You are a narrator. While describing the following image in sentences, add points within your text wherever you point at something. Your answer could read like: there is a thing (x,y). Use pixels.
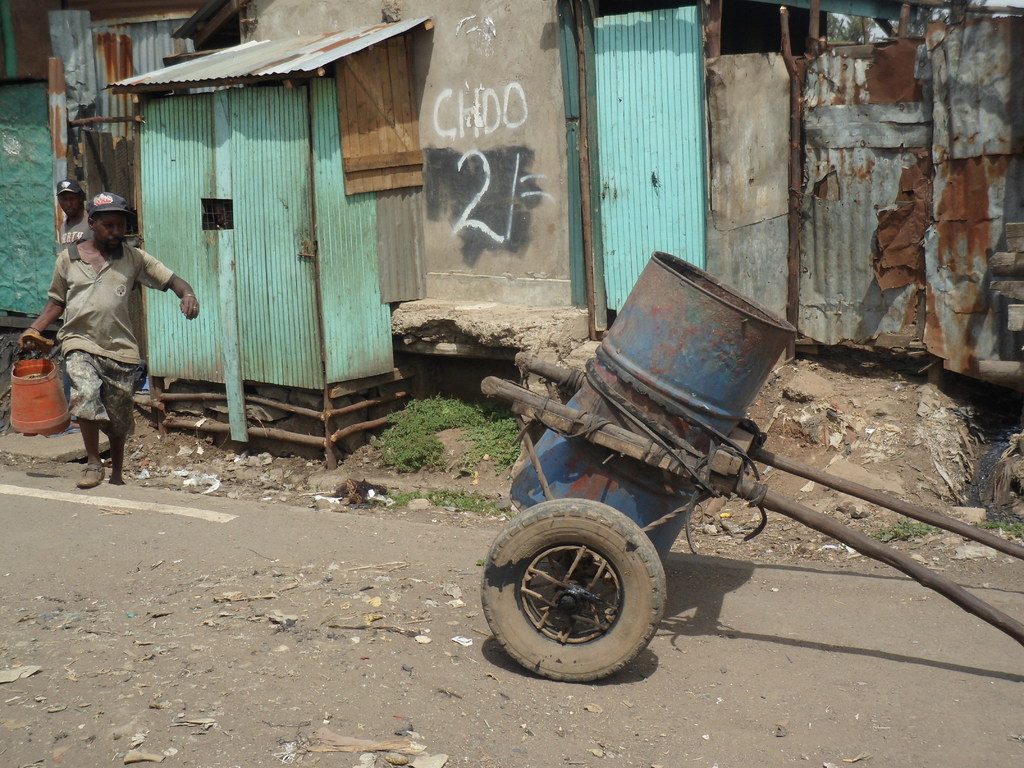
In this image I can see a blue color drum (616,469) attached to the wooden sticks (762,507) and I can see a wheel (553,525) beside the drum (607,480) and I can see a man (69,348) holding a bucket (40,398) on the left side (19,339) and in the middle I can see the wall (544,149) and I can see a small shed (308,172) in front of the wall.
